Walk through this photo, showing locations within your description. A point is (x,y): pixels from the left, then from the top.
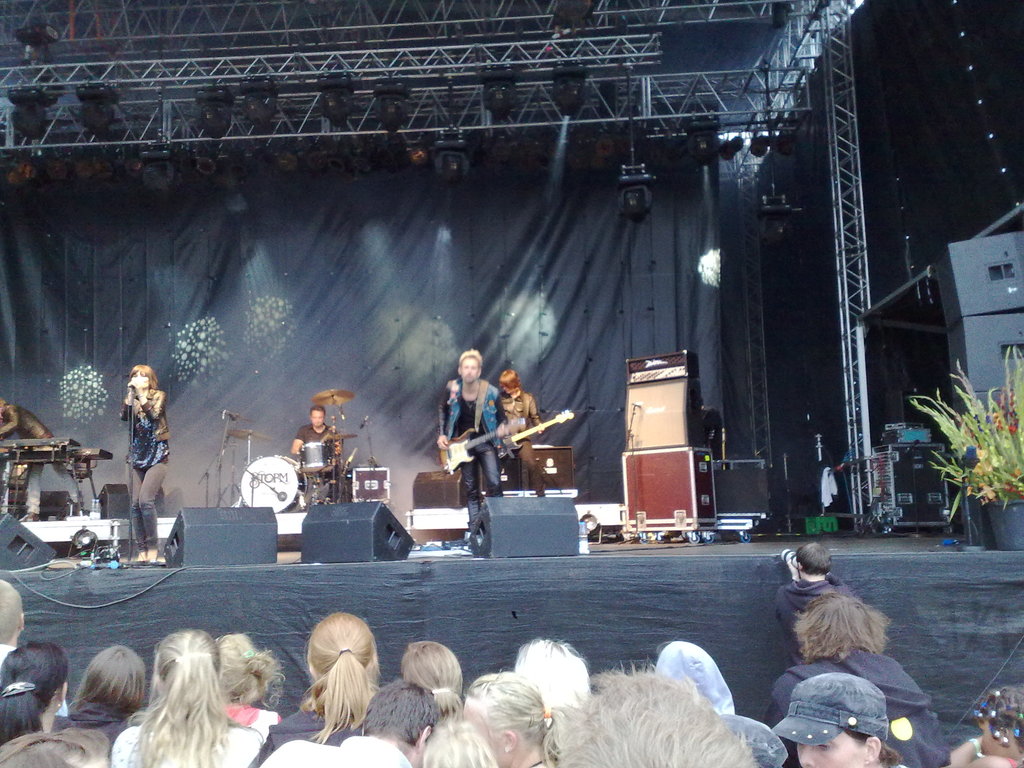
In this image we can see persons (459,404) with musical instruments (520,435) and standing on the stage (804,537). We can also see a person (317,408) sitting. In the background (376,288) we can see a black cloth (549,258). At the top (565,115) we can see the lights (573,99). On the right (982,437) we can see the flower pot (1001,506) and at the bottom (368,686) we can see a few people (581,725).
